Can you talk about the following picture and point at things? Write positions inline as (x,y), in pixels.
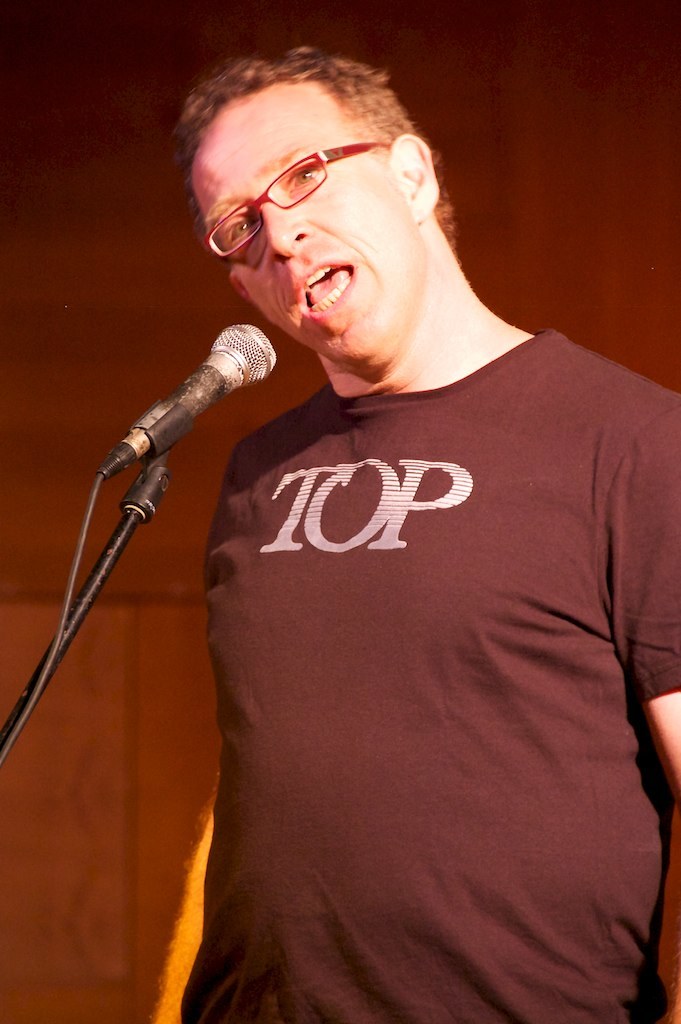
In the image we can see a man (411,560) wearing clothes (312,541), spectacles (314,156) and he is talking. In front of him we can see microphone (225,355), cable wire (101,476) and the background (132,582) is blurred.
